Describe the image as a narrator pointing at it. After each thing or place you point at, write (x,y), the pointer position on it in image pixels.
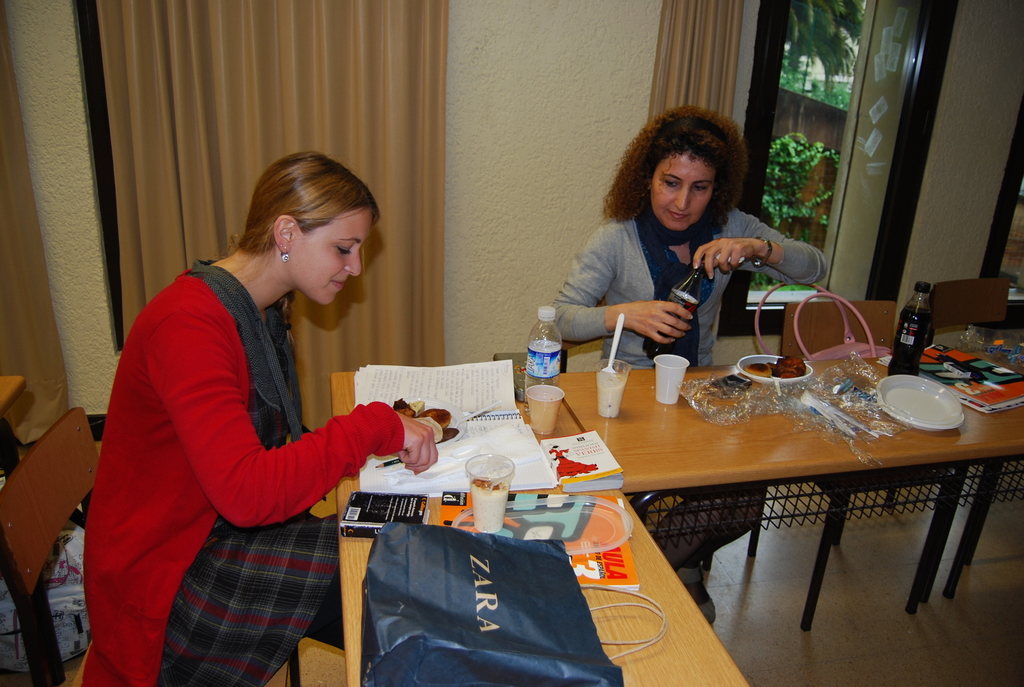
The two persons (266,462) are sitting on a chairs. On the right side of the woman (682,549) is holding a bottle (690,304). She is wearing a watch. On the left side of the woman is holding a pen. There is a table (766,494). There is glass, bottle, plate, food items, books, bag (417,533) on a table (701,447). We can see in the background (384,289) wall (499,231), curtain (325,133) and trees (810,86).
